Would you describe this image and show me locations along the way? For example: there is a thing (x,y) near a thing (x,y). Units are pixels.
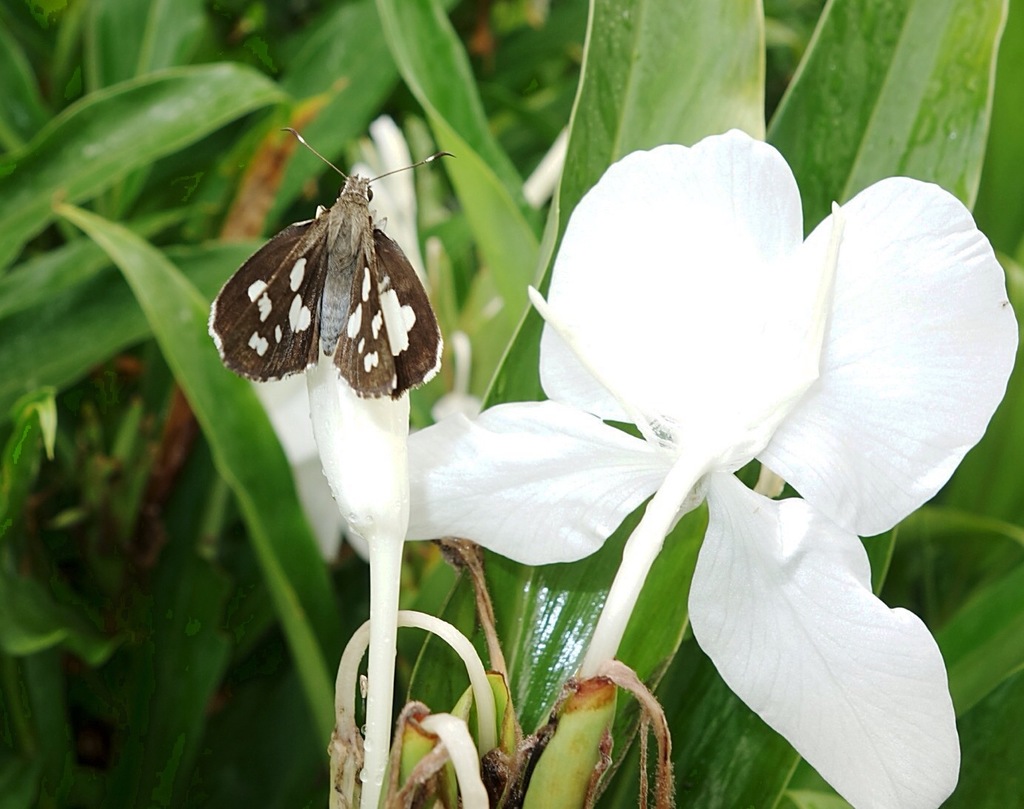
There is an insect (404,330) on the bud (352,500). Here we can see a flower (817,493) and plants (493,569).
